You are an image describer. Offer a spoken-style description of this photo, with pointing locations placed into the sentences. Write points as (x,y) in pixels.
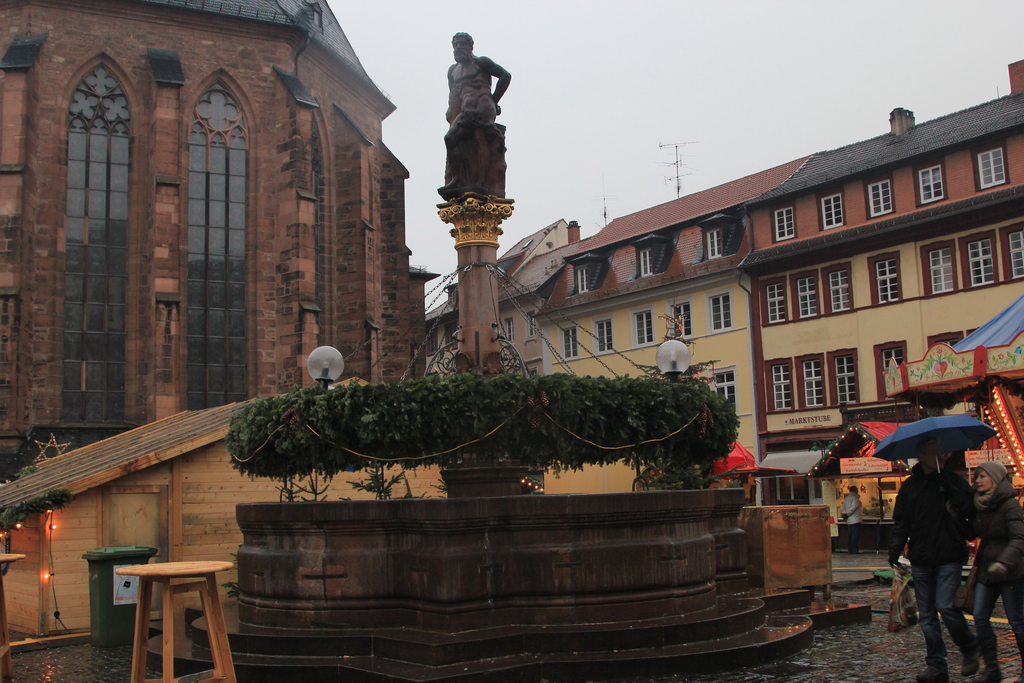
In this picture there is a statue (470,82) of a person (473,97) and there are some plants (556,420) around and there are some people (941,679) walking here, they have an umbrella (963,430) and they are some buildings (134,310) and sky (680,113) is cloudy.
